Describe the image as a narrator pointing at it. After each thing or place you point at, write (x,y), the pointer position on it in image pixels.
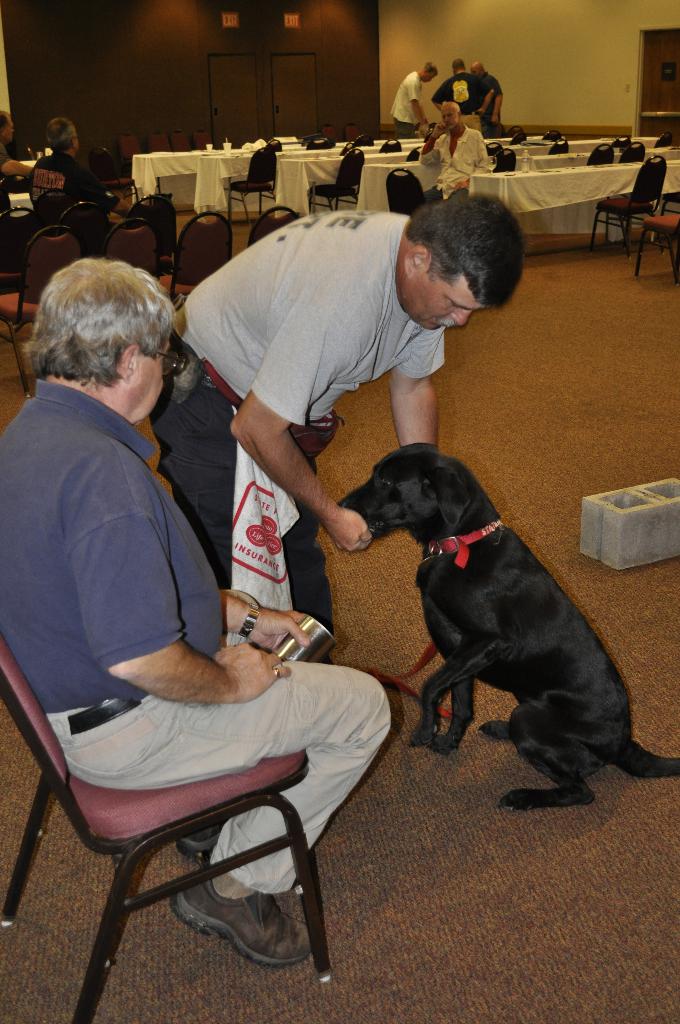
In this image there is a man (412,394) who is holding a black color dog's mouth (375,510). Besides him there is an old man (161,660) who sitting on the chair (231,805) and he is holding a steel glass (303,648). Besides the dog (533,613) we can see a brick (627,520). On the background (539,153) there are five tables (427,182) which is covered by white cloth (280,176). And three of them are standing beside the wall (537,63). On the left corner (8,181) there are two person (77,168) sitting facing away.
